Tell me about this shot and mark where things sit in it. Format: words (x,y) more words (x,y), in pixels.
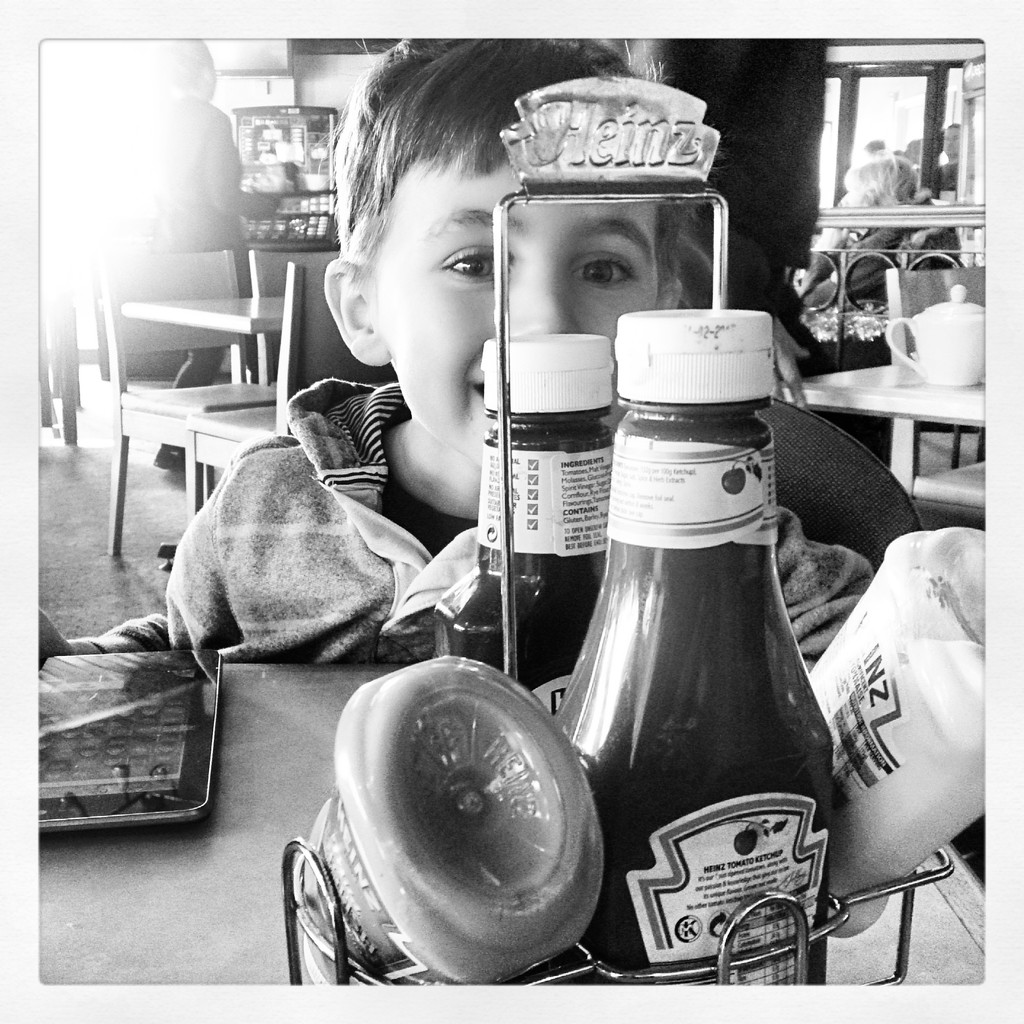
A black and white picture. In-front of this kid (433,504) there is a table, on this table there are bottles (562,820) and iPad (130,757). We can able to see chairs (283,338) and tables (253,318).
